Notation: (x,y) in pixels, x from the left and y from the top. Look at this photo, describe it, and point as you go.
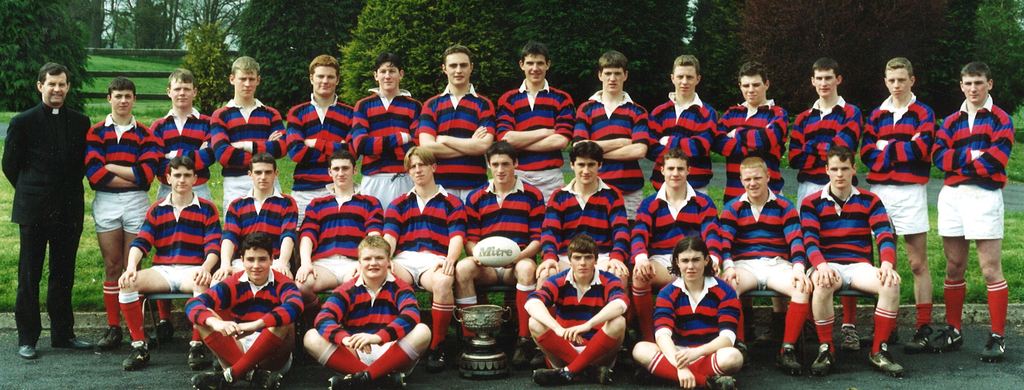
This picture might be taken inside a playground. In this image, there are few people (406,302) sitting and few people (576,142) are standing. In the middle of the image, we can also see a trophy (458,308). On the left side (66,130), we can see a man (21,179) wearing a black color suit (74,147) is standing on the road (70,368). In the background (142,31) there are some trees (573,36). On the top (110,30), we can see trees (168,30), at the bottom (56,367), we can see a grass (79,266) and a road (70,367).
